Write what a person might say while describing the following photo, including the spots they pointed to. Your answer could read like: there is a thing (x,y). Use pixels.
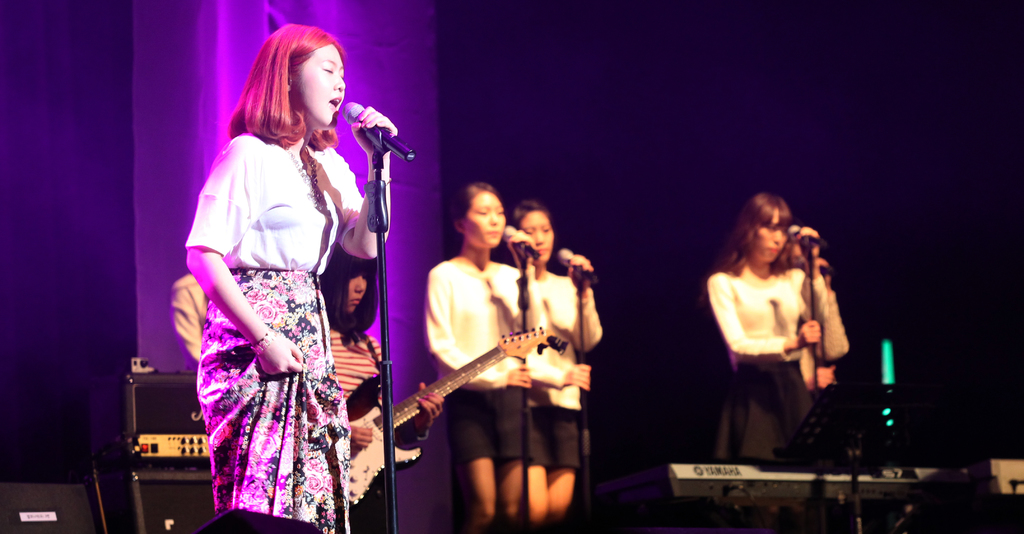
There is a lady (280,242) holding a mic (387,139) on a mic stand (377,206) is singing. In the back (496,293) there are many ladies (442,313) standing. Some are holding mic (564,259) with mic stand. One lady (356,373) is holding a guitar (403,450). Also there is a wall (420,142) in the background (442,72). And there are musical instruments (806,487).
